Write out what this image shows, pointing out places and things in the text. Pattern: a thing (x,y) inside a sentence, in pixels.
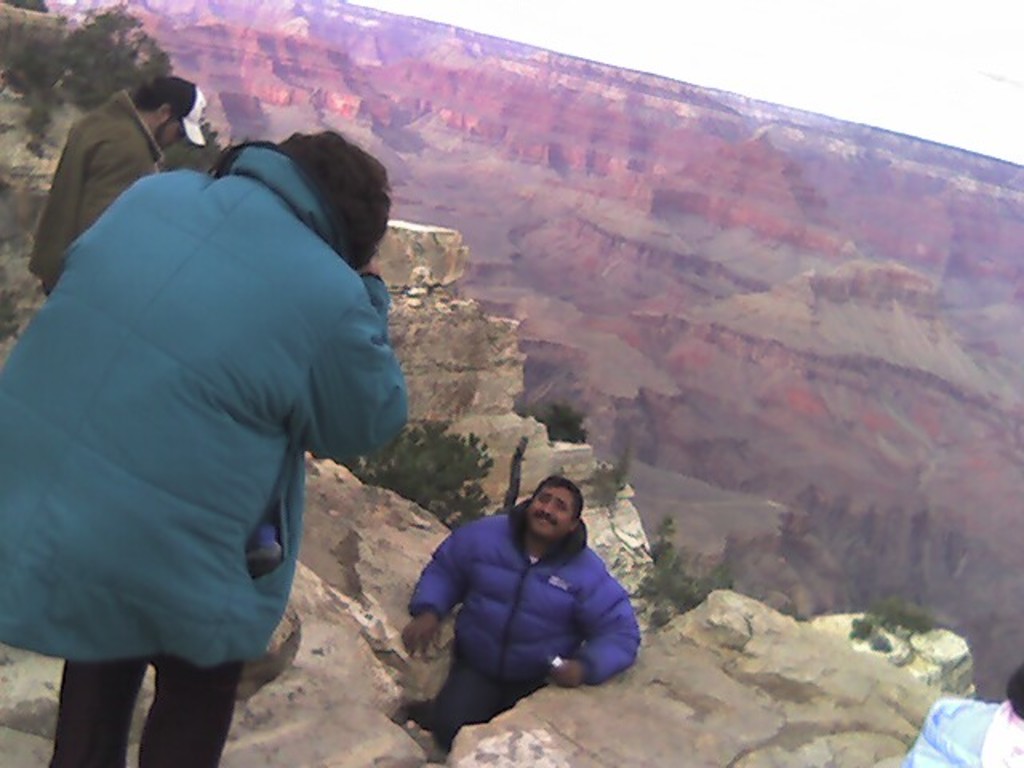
In this picture we can see some people (83,484), rocks (890,754), mountains (305,71), trees (680,551) and in the background (927,93) we can see the sky (894,79).
